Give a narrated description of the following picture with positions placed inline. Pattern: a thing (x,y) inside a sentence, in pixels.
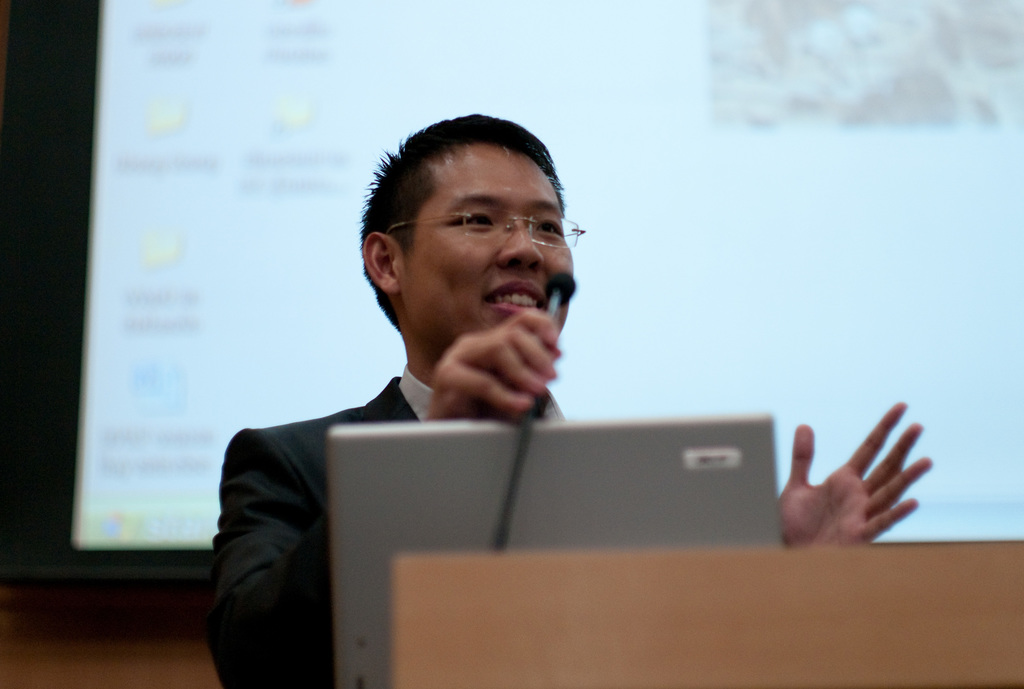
In this picture we can see a man (487,333), he is smiling, and he wore spectacles (455,215), in front of him we can find a laptop (617,467) and a microphone (522,466), in the background (238,389) we can see a projector screen (196,347).
